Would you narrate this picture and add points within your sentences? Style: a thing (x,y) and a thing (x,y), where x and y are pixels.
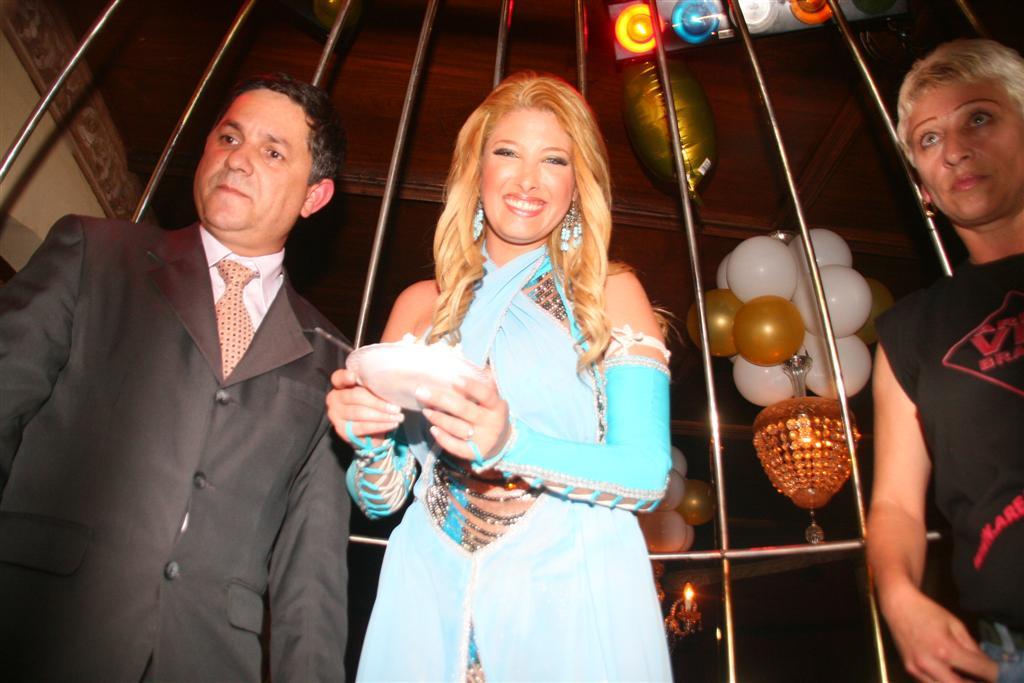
As we can see in the image there are three people (312,403) standing in the front (167,455). There is a wall (677,570), balloons (821,358), chandelier (795,383) and candle (686,610). The background (777,644) is dark.
